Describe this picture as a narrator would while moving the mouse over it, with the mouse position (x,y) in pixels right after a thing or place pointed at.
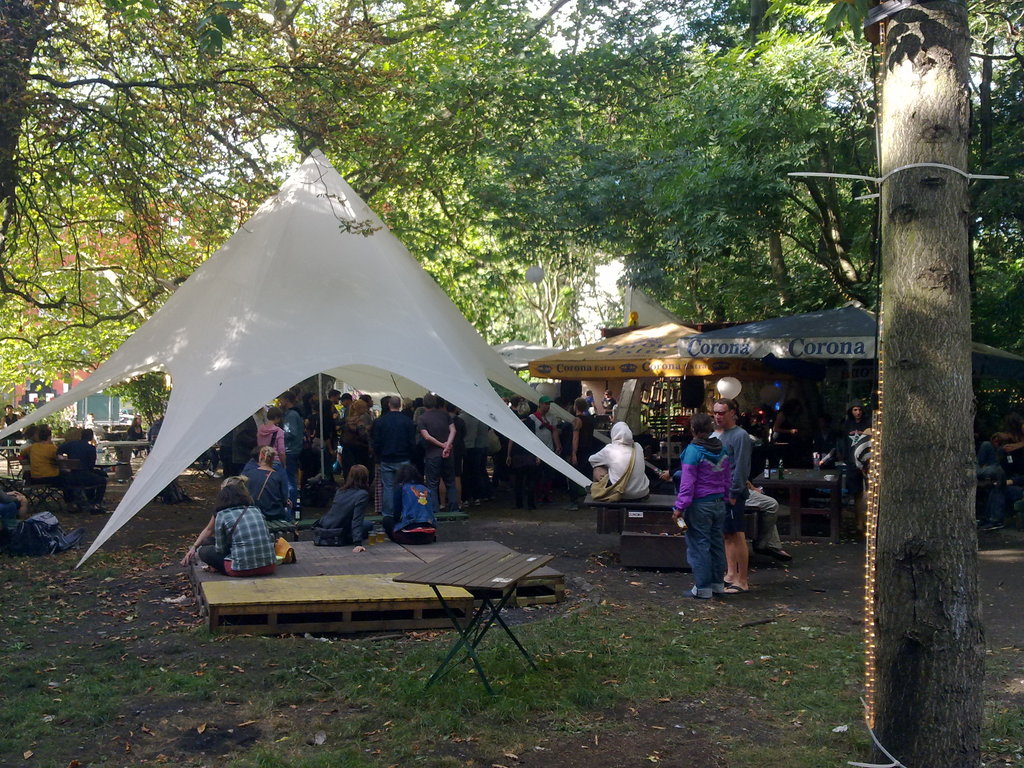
In this image we can see there are so many people (367,449) standing and sitting under the tent (352,344). In the background of the image (646,169) there are trees (562,196).
